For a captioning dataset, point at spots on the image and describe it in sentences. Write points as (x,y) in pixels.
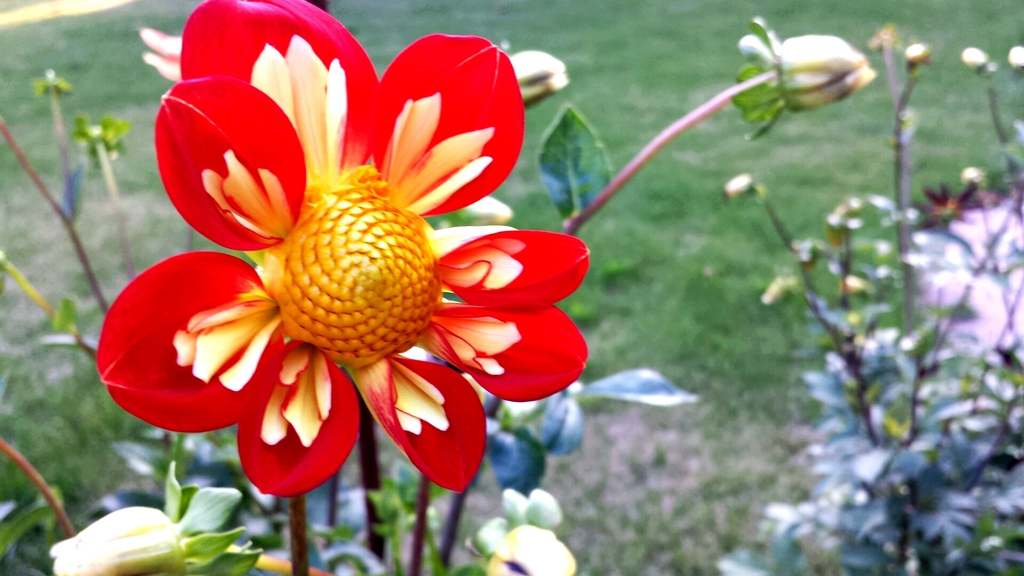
In the middle of the image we can see some flowers (226,81) and plants (122,134). Behind them there is grass (855,128).
